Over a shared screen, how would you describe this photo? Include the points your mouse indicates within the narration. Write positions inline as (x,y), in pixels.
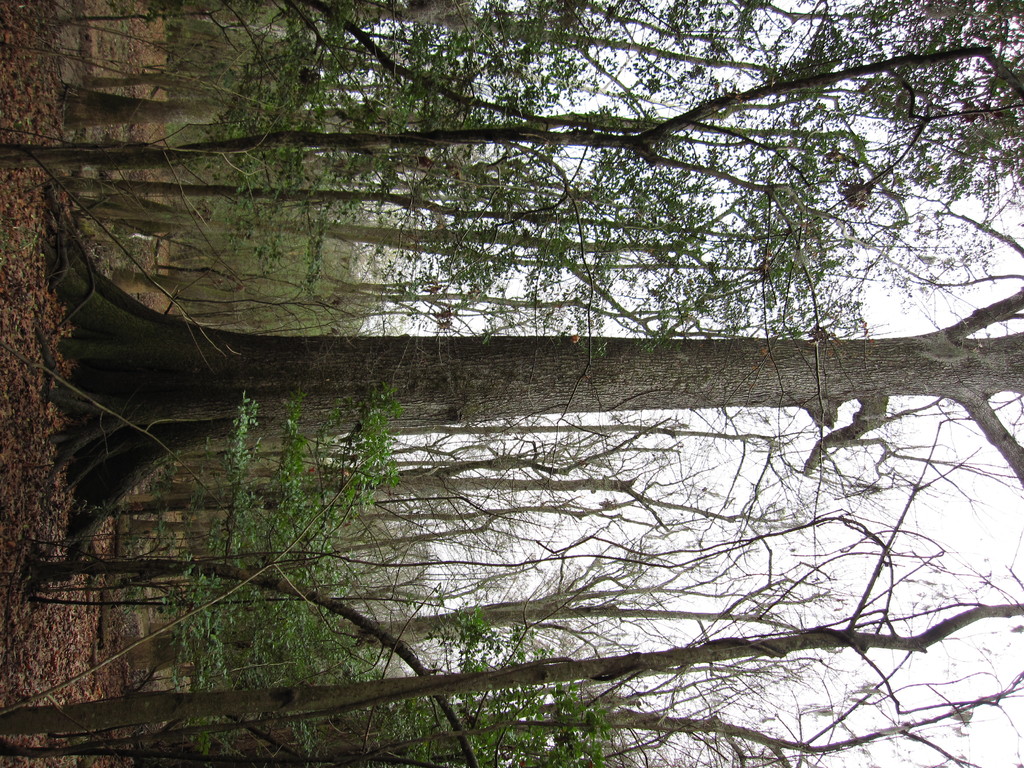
In this image we can see a few trees (299,468) and leaves (32,356) on the ground (56,550), in the background (747,418) we can see the sky (803,481).
